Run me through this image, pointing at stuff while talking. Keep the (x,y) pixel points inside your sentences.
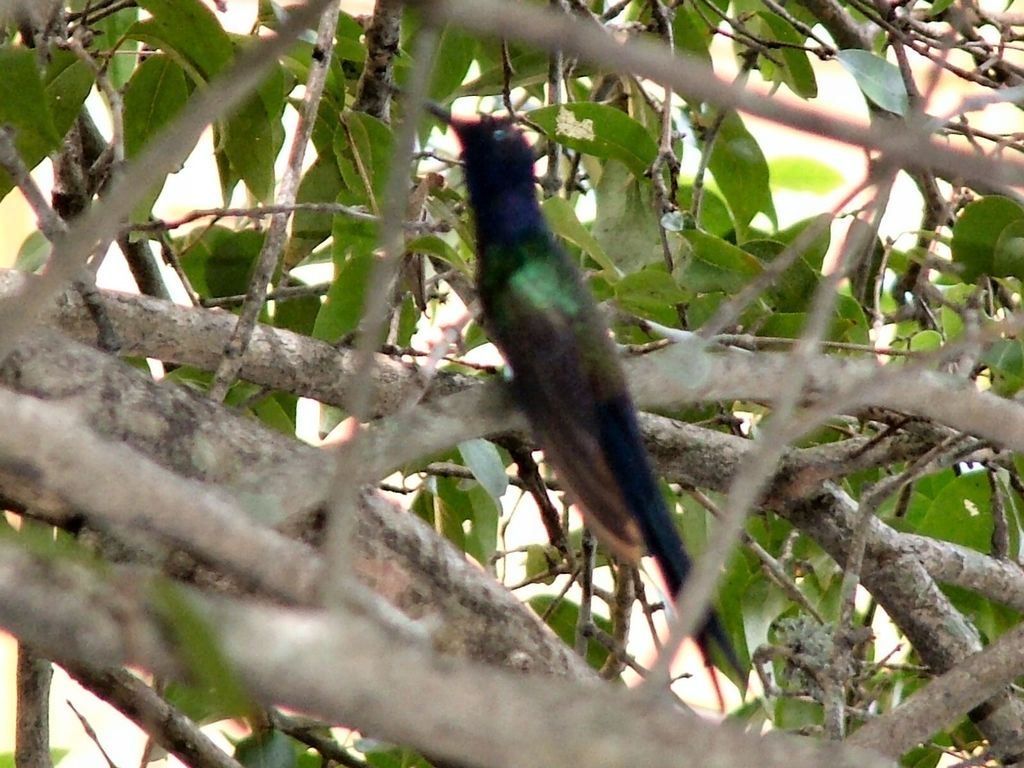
In this image we can see a bird (609,424) on the branch (764,379) of a tree (383,185).
